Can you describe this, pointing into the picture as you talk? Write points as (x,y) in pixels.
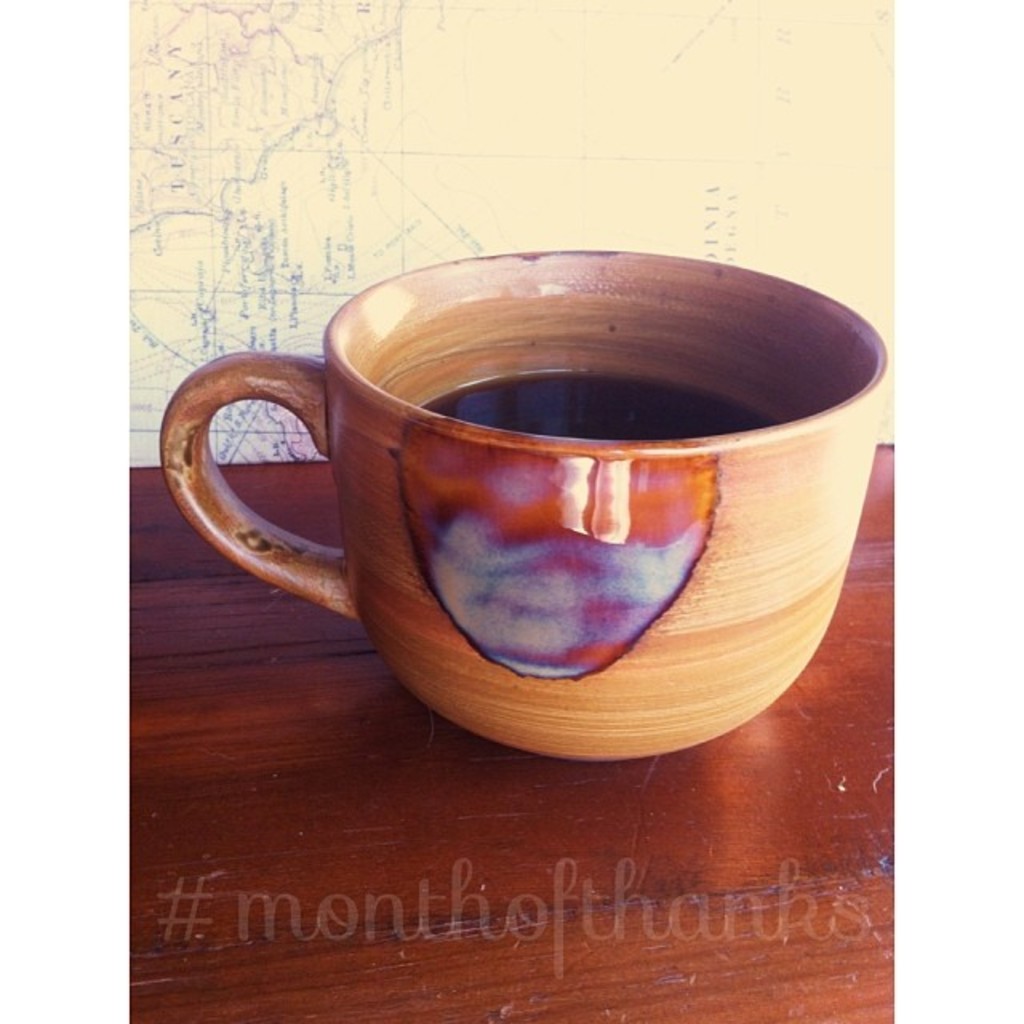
There is a cup (562,292) on a wooden surface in the foreground area of the image (498,646) and text (458,859) at the bottom side (769,910). There is a map (413,251) in the background (367,219).
